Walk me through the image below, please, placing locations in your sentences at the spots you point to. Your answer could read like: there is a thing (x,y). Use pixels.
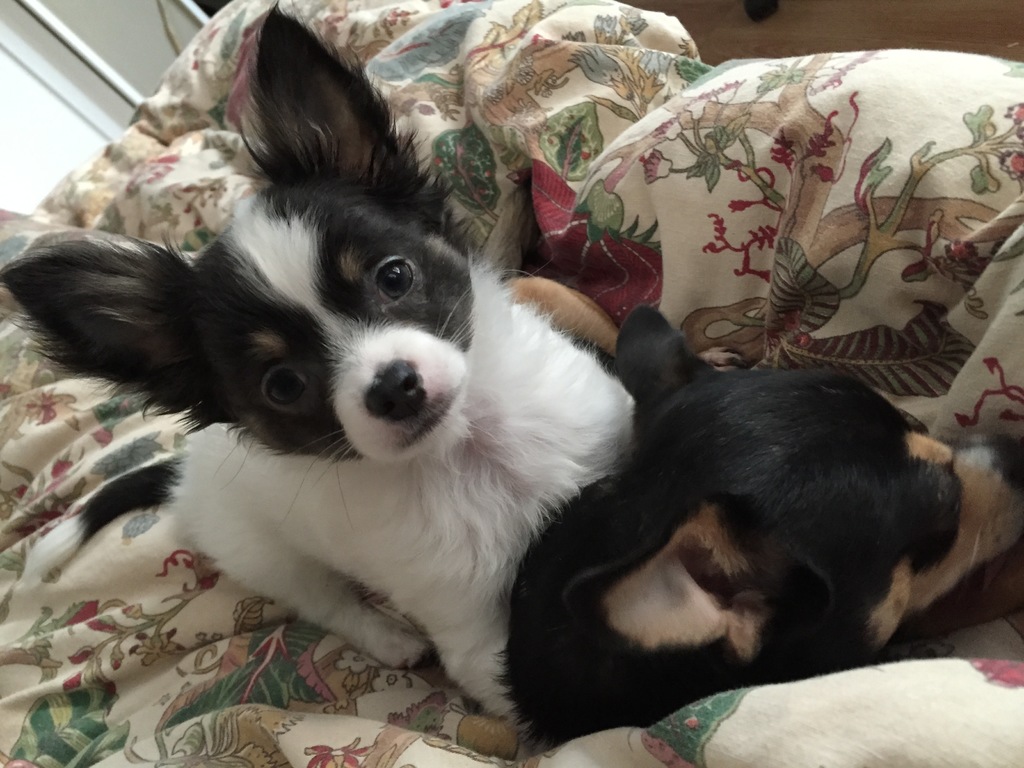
In this picture there are two dogs (505,510) on a cloth (693,318) which has few designs (286,767) on it.
